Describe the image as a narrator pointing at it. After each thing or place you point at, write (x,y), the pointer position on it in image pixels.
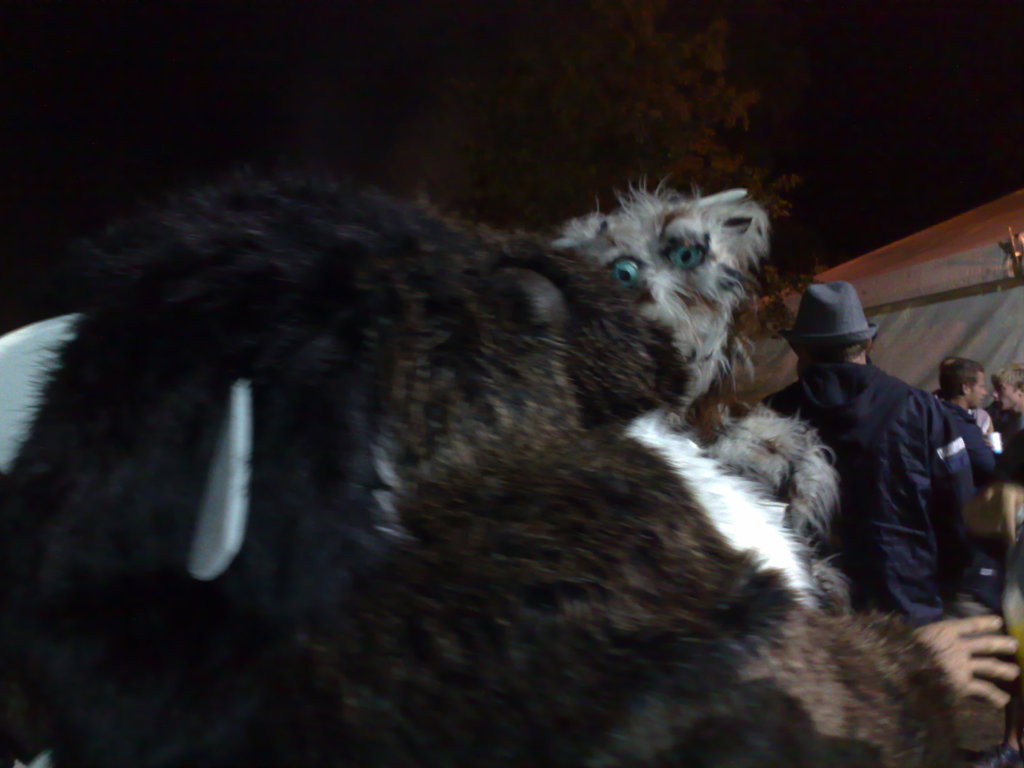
At the bottom (477,518) the image is not clear enough to describe but it looks like animals (726,454) and on the right side (873,380) we can see few persons (935,471), person (949,656) hand (964,647) a tent (884,346). In the background (263,95) there is a tree (601,84) and sky (284,85).
